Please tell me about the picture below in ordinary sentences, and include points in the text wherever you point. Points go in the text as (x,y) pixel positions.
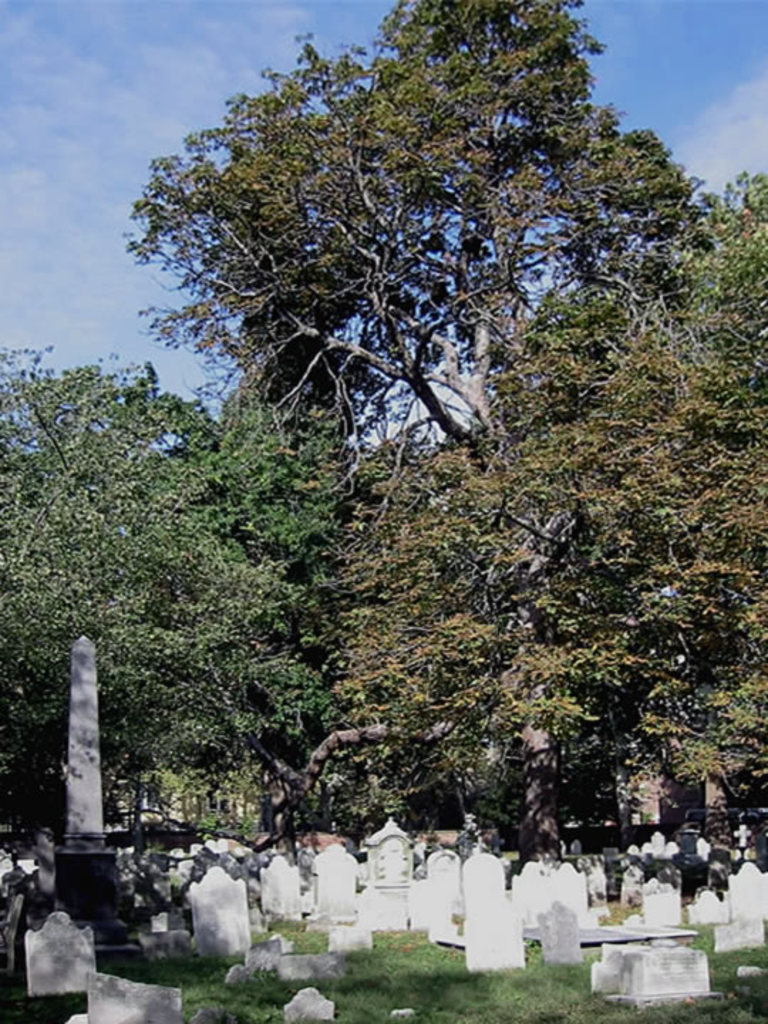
In the image I can see gravestones (364,939), the grass (426,957) and trees (275,684). In the background (105,147) I can see the sky (108,211).
